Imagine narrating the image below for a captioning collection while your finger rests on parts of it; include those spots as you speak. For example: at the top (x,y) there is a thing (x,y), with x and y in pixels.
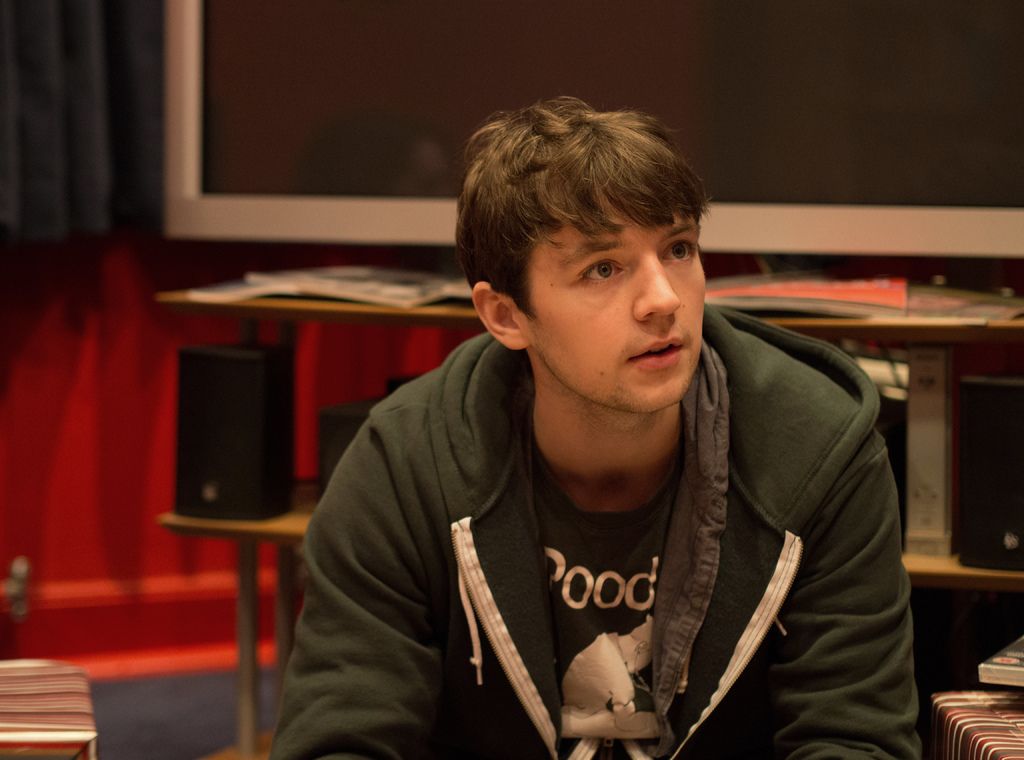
In this image I see a man (352,653) who is wearing dark green color jacket (361,719) and I see there is a word (563,569) written over here and in the background (38,297) I see the screen (254,119) over here and I see the blue color cloth (94,108) over here and I see the black color things (282,418) on the either sides and I see the red color wall (131,494).
